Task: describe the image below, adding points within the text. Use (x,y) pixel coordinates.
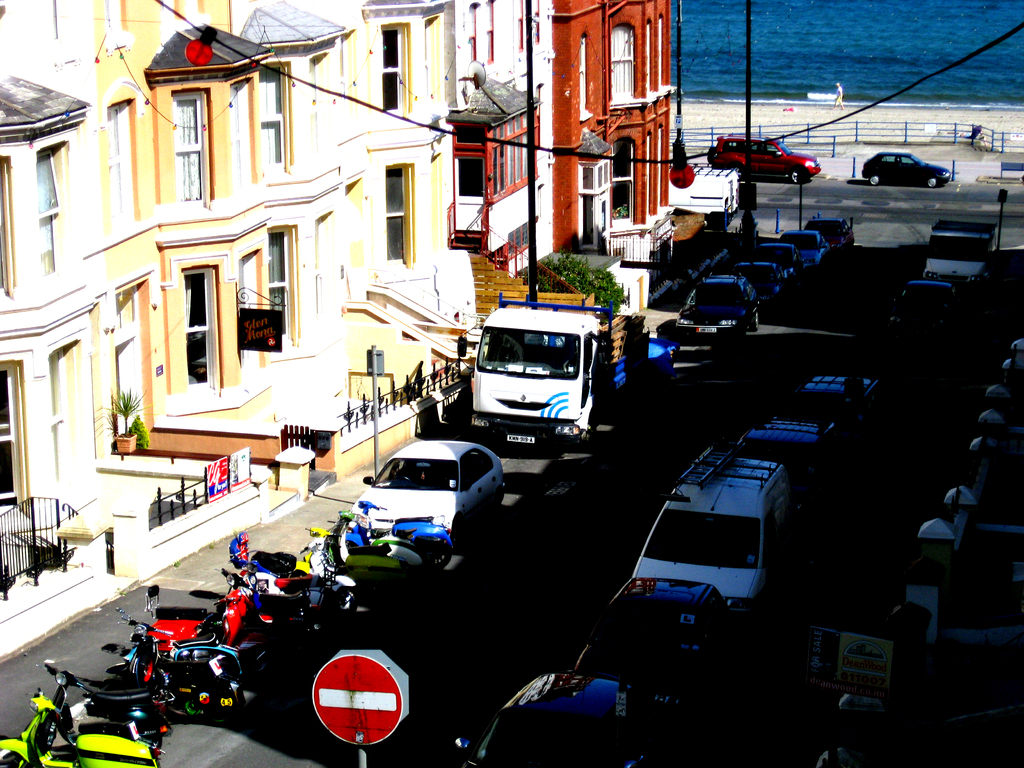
In this image we can see the buildings (462,251) with the fencing wall (238,509). We can also see many vehicles (452,543) on the road (886,266). There is also a sign board (389,681), information boards (241,460), poles (749,222), lights (687,166) and also the wire (580,152). We can also see a person (842,105) walking on the beach (732,110) in the background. Water (983,16) is also visible.
